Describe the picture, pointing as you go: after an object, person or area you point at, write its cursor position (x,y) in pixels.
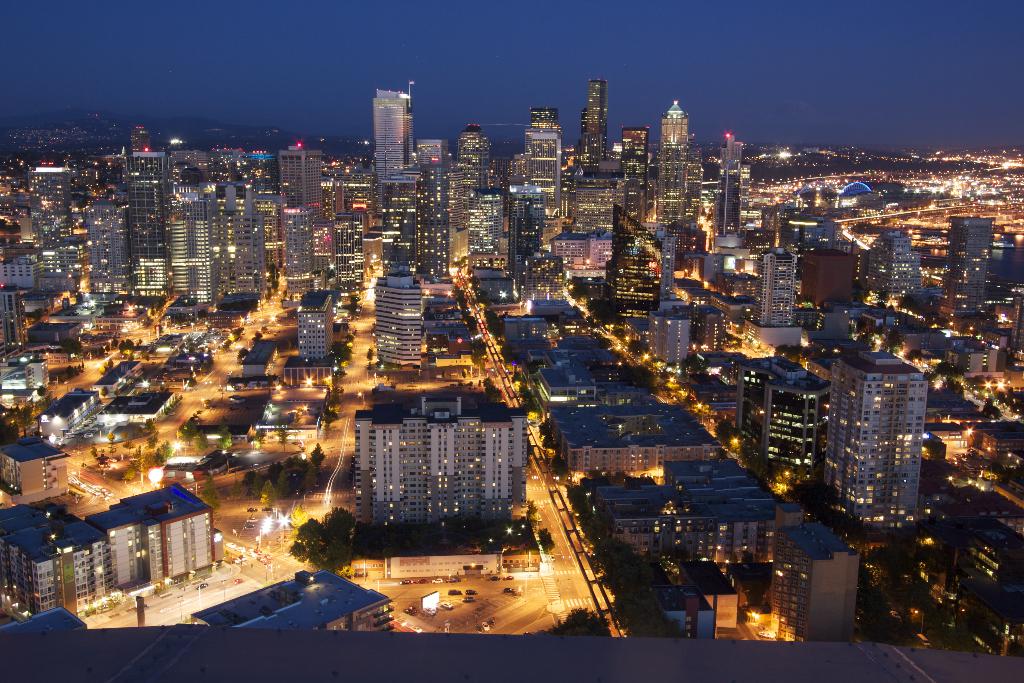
In this picture I can see buildings (149,558), trees (333,549), vehicles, lights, and in the background (600,78) there is sky (360,98).
